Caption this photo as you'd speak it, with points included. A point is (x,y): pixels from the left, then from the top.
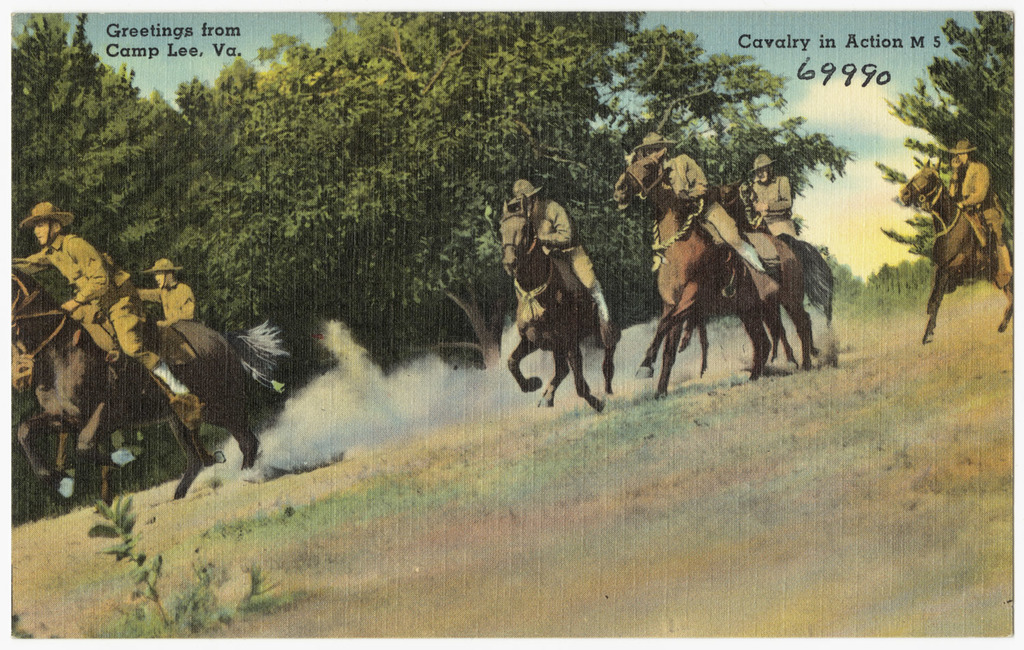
This picture contains a poster (517,296) where we can see, people (600,308) riding on the horses (534,281), greenery (593,212), sky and text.
